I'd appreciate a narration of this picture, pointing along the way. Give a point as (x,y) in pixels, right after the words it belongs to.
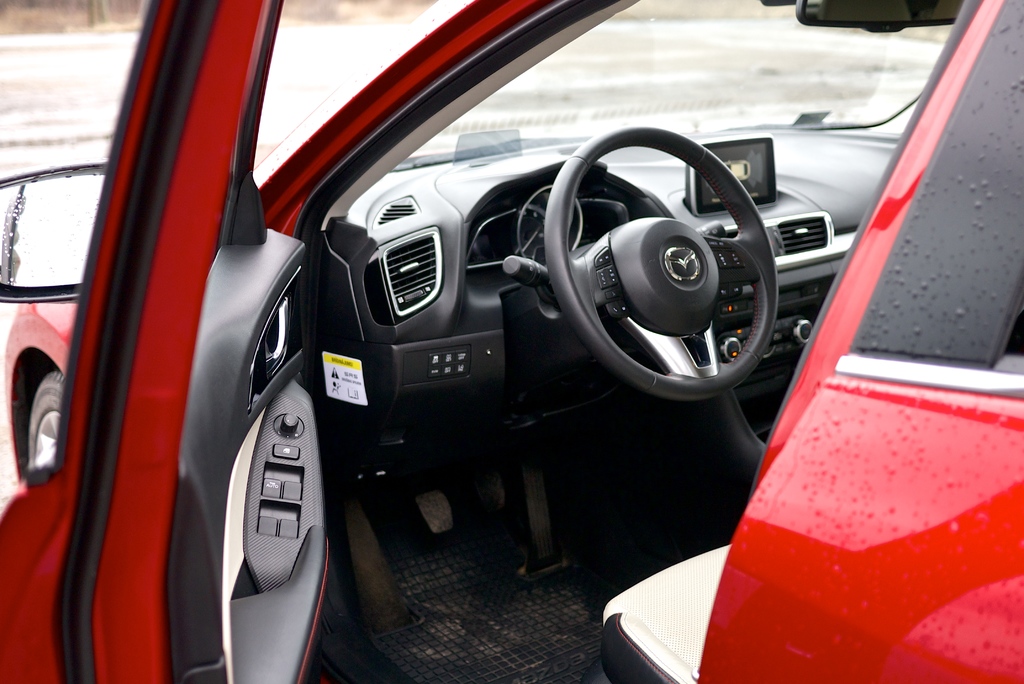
In this image we can see a car (616,428) with opened door (193,373). There is a steering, AC (412,243) and buttons (291,417). In the background (283,93) it is looking blur.
